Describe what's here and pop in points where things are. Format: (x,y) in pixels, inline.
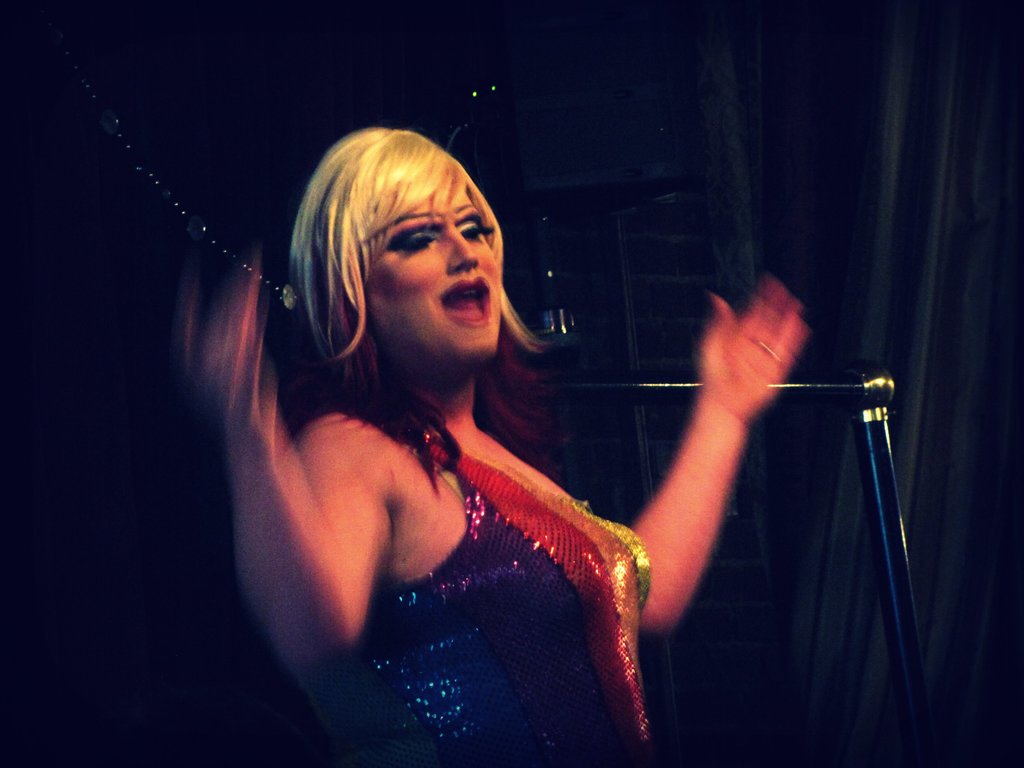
In this picture we can see a woman (345,510), here we can see some objects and in the background (869,590) we can see it is dark.
